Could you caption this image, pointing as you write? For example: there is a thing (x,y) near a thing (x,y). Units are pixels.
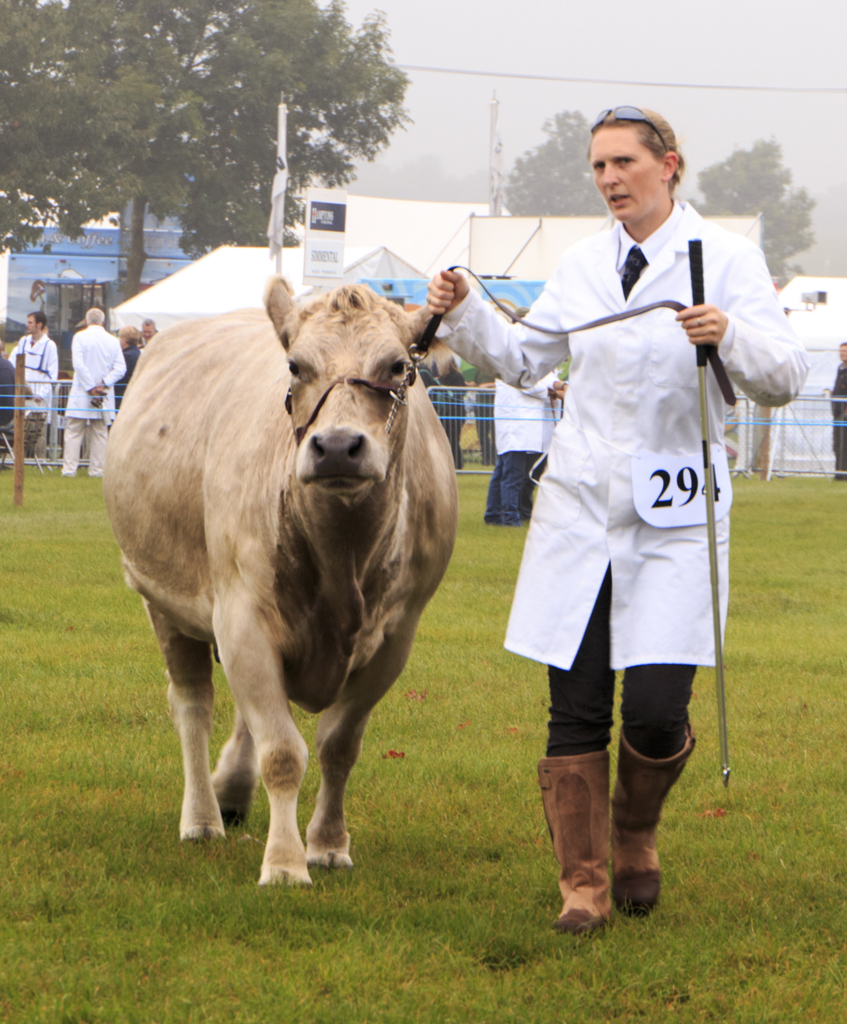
In this picture we can see a woman (566,323) holding a cow (363,478) with a leash (587,327) in one hand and a stick (716,597) in another hand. We can see some barricades (839,400) and few people (35,386) at the back (35,358). There are some tents (381,242), flag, board (318,254) and few poles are visible in the background (241,288).
